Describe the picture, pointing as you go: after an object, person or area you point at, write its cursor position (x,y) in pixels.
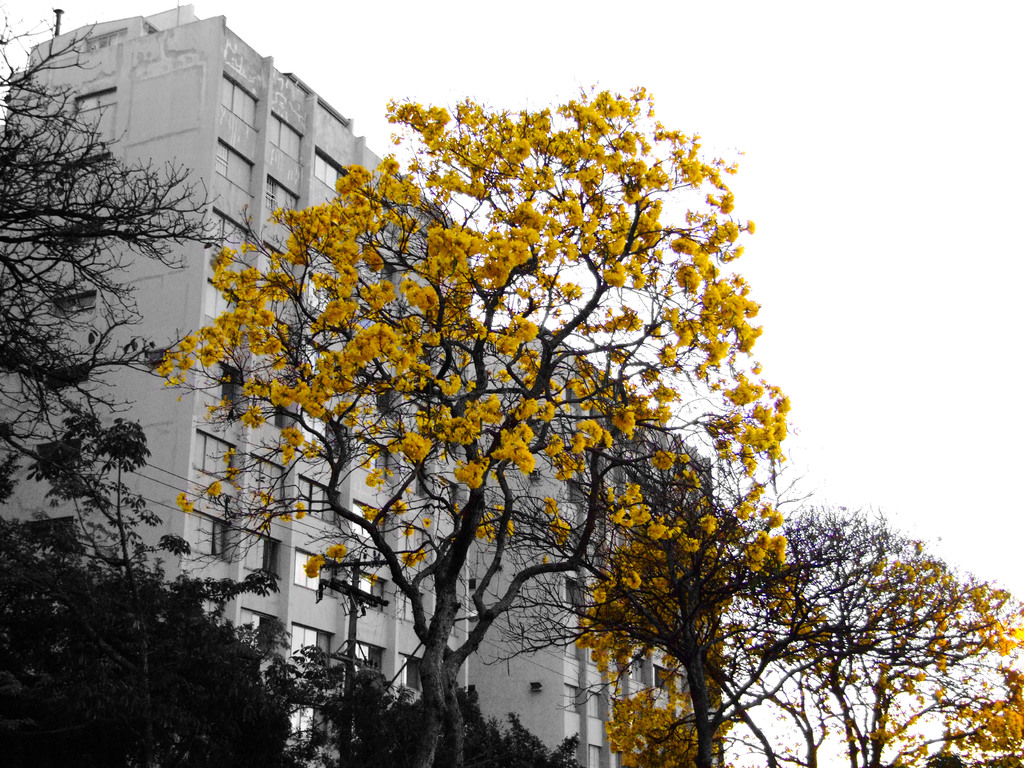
In this image there are few trees (417,476) having flowers (600,670). There is a pole (361,573) connected with wires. Behind there are few buildings (170,158). Top of image (788,206) there is sky (788,206).
